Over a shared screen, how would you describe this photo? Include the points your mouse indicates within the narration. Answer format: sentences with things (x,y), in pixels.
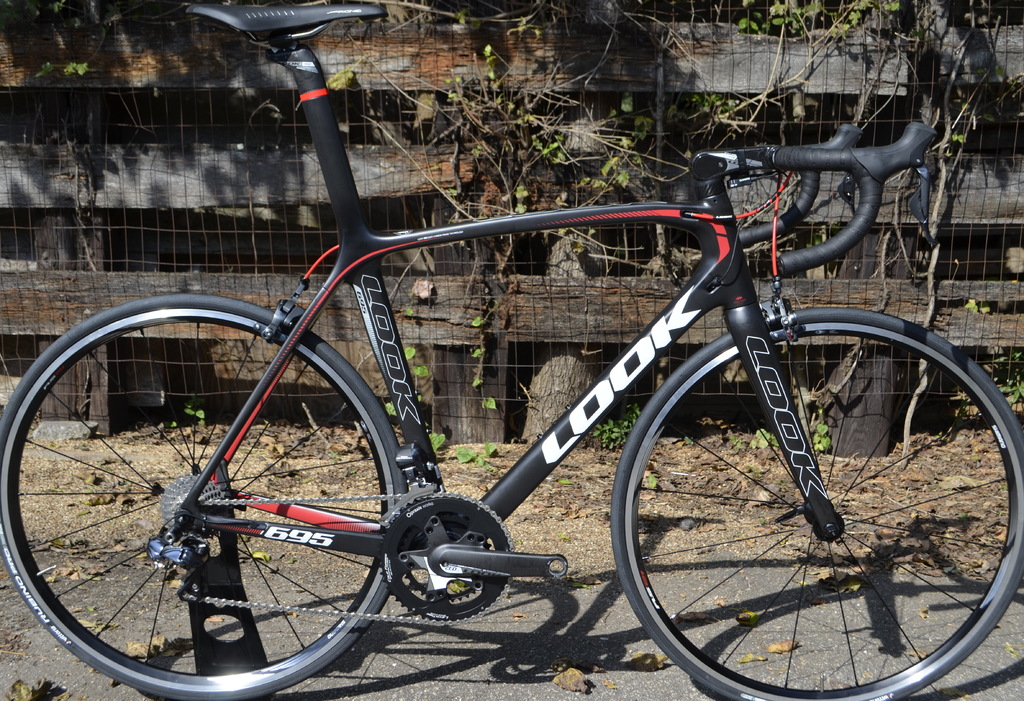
In this picture there is a bicycle (291,612) in the center of the image (666,307), which is black in color and there is a boundary (513,167) in the background area of the image (433,211).
